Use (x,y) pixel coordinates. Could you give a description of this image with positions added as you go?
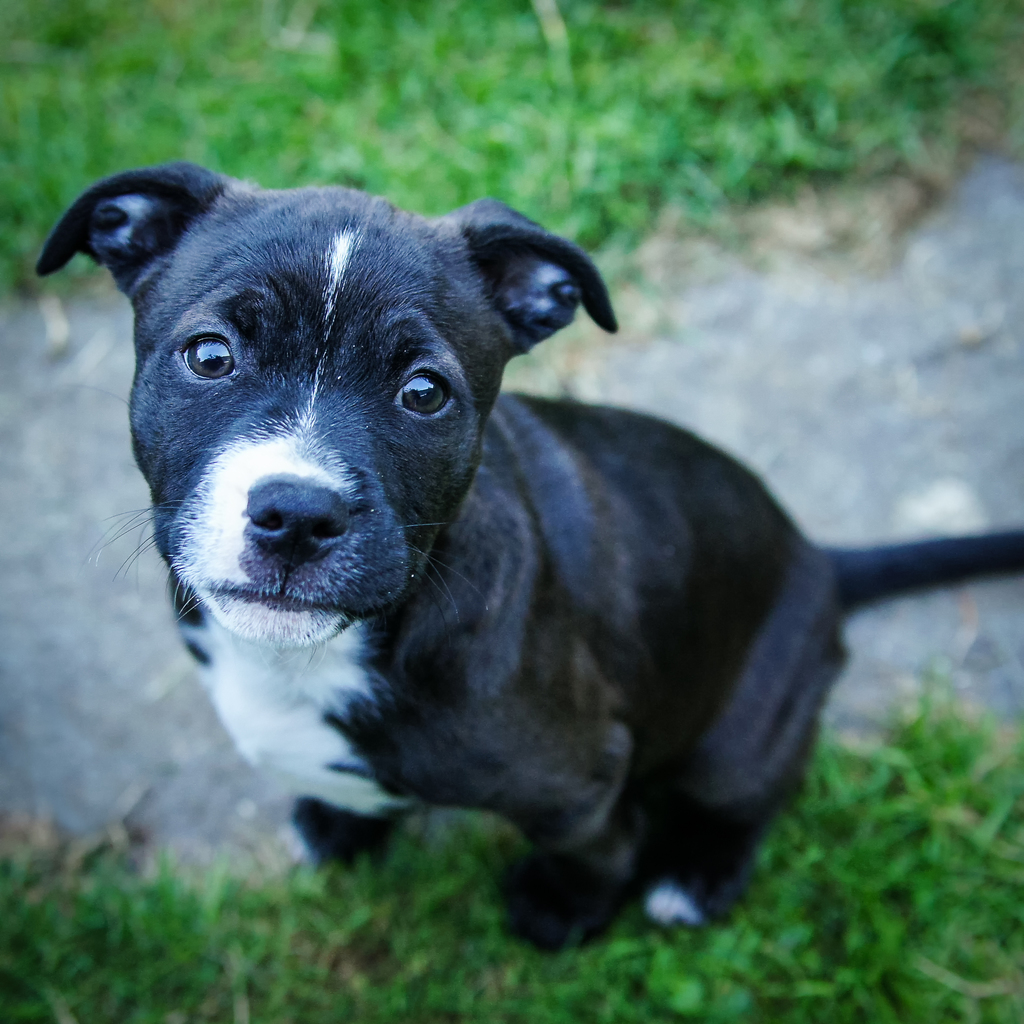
In this image, in the middle (681,503), we can see a dog (837,636) sitting on the grass (830,764). In the background (824,62), we can see a grass (890,143) and a road (895,634).
